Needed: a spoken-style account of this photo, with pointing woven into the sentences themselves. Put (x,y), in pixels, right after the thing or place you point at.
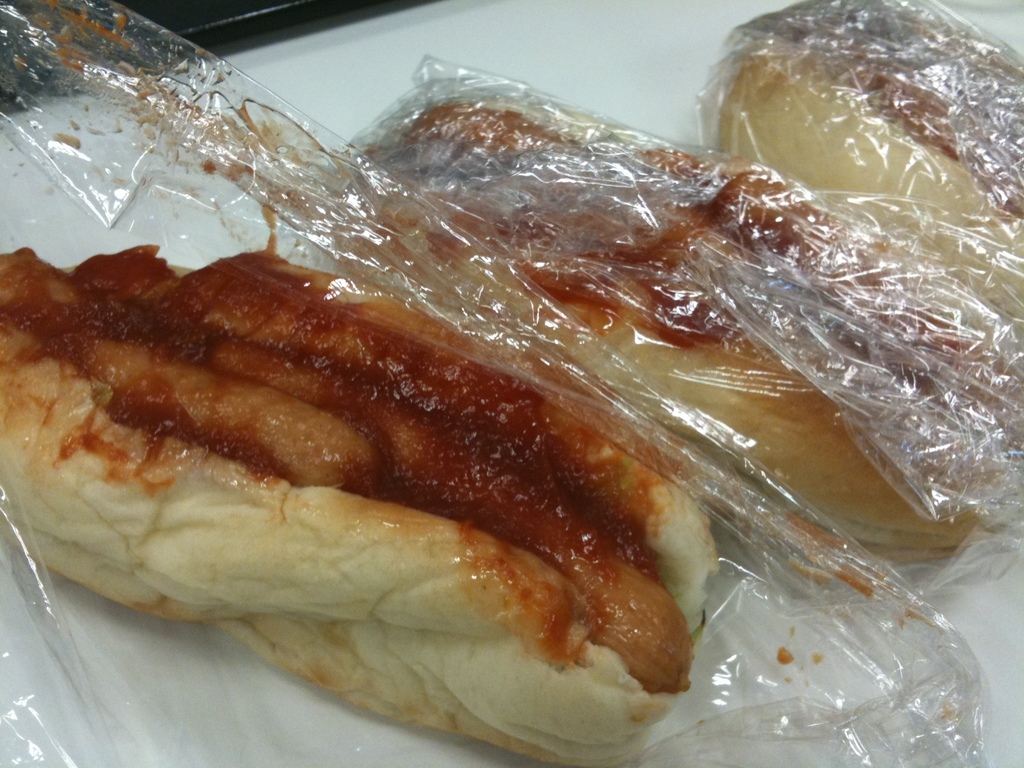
This image consists of sandwiches (418,514). In the middle (344,282), we can see hot dogs (483,565) along with the ketchup (470,418) are kept on the table (725,5).
